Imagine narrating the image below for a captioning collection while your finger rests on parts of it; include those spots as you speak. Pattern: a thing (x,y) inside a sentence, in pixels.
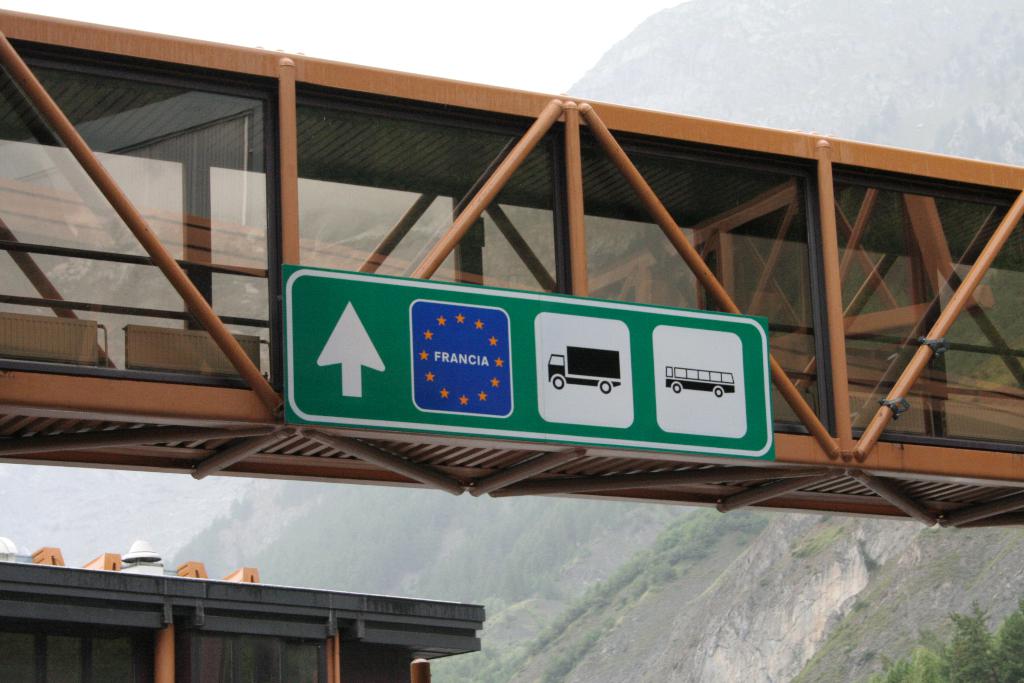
In this picture, we see the iron rods (825,469) in brown color. In the middle (353,431), we see an object (342,437) which looks like a bridge (388,215). On the left side (160,369), we see the wooden objects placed on the bridge (270,285). In the left bottom (126,587), we see a building (200,639) in grey color. There are trees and the hills (724,531) in the background (780,56). At the top (536,44), we see the sky (476,35).
